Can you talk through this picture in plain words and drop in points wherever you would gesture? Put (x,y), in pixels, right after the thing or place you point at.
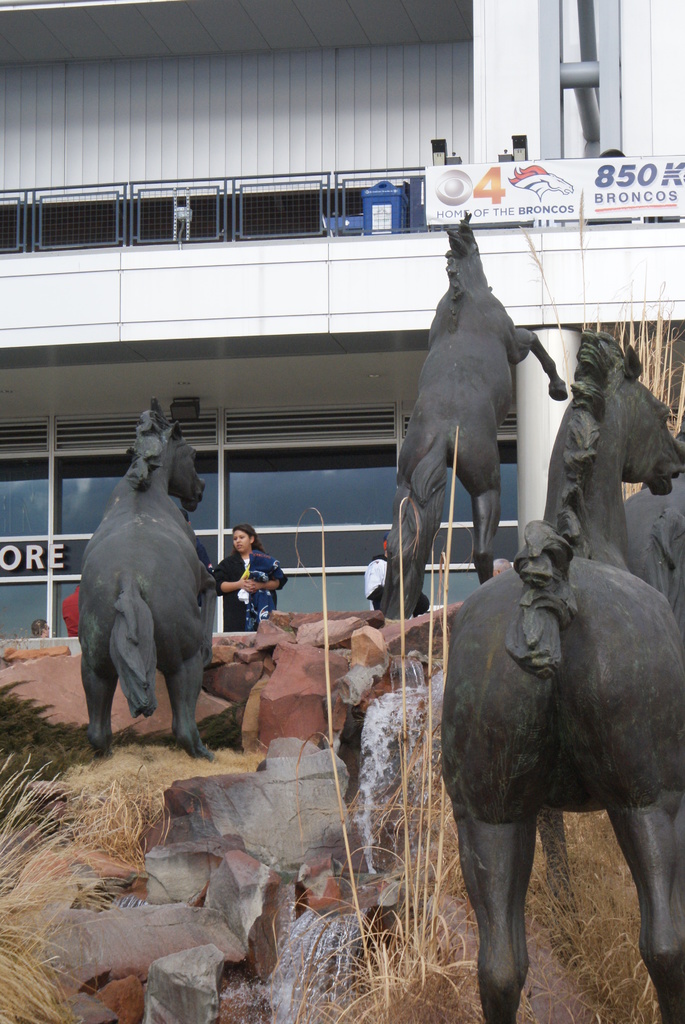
This picture is taken from the outside of the city. In this image, in the middle (273,657), we can see some statues (541,761), grass (124,834), stones (53,683). In the background (19,594), we can see a group of people (249,539), pillar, building (349,565), glass window (84,534), board (571,187) with some texts (623,185) written on it.
